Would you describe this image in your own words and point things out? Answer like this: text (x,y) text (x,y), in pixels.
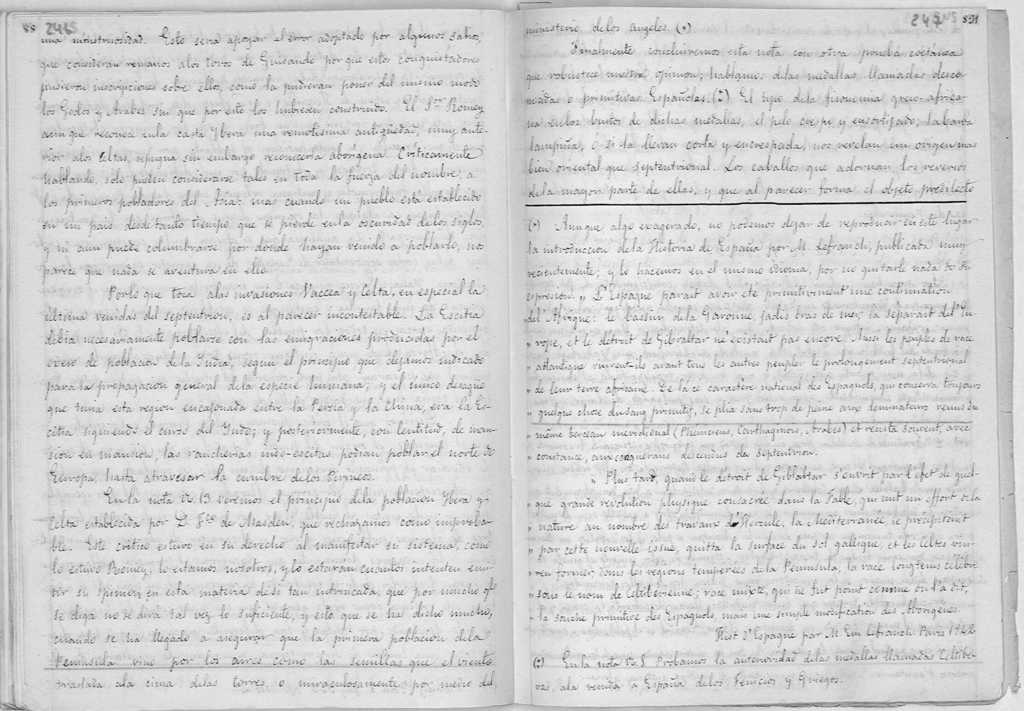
In this picture we can see some text (430,312) in the paper (523,278).
